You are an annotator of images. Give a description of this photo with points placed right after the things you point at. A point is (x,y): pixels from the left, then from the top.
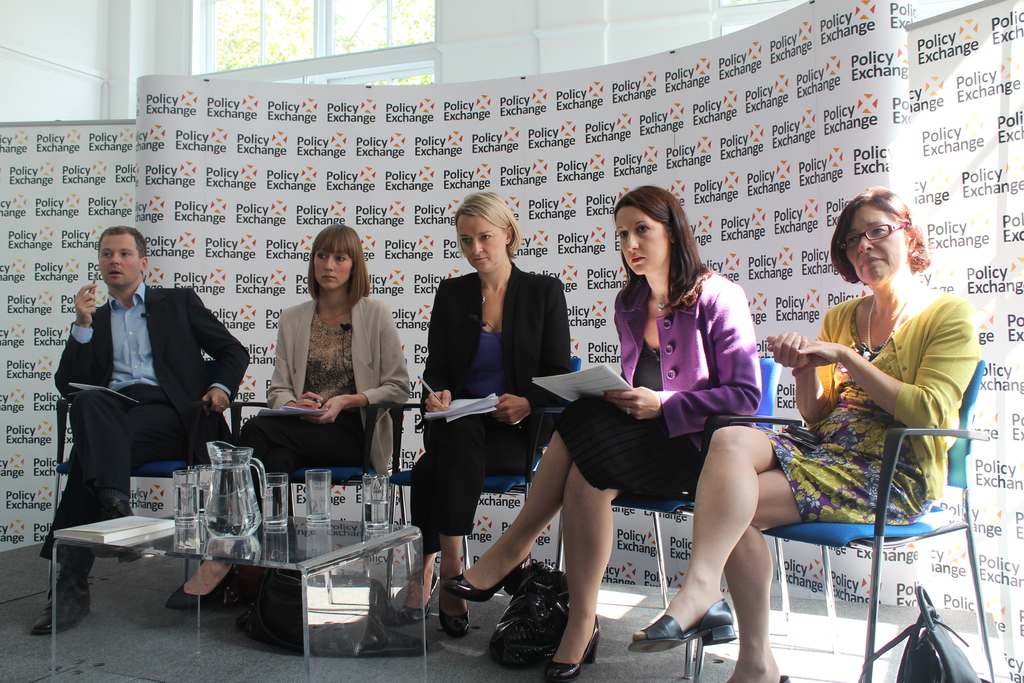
In this image there are five people (376,340) who are sitting one beside the other. On the left side (115,376) there is a man (123,358) who is sitting on the chair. In front of them there is a glass table (287,556) on which there are glasses (276,480) and a jug (216,485). In the background (376,173) there is a banner (387,127). On the floor (495,602) there are hand bags (528,612). Behind the banner (376,145) there is a building (355,38) with the windows (289,45).
